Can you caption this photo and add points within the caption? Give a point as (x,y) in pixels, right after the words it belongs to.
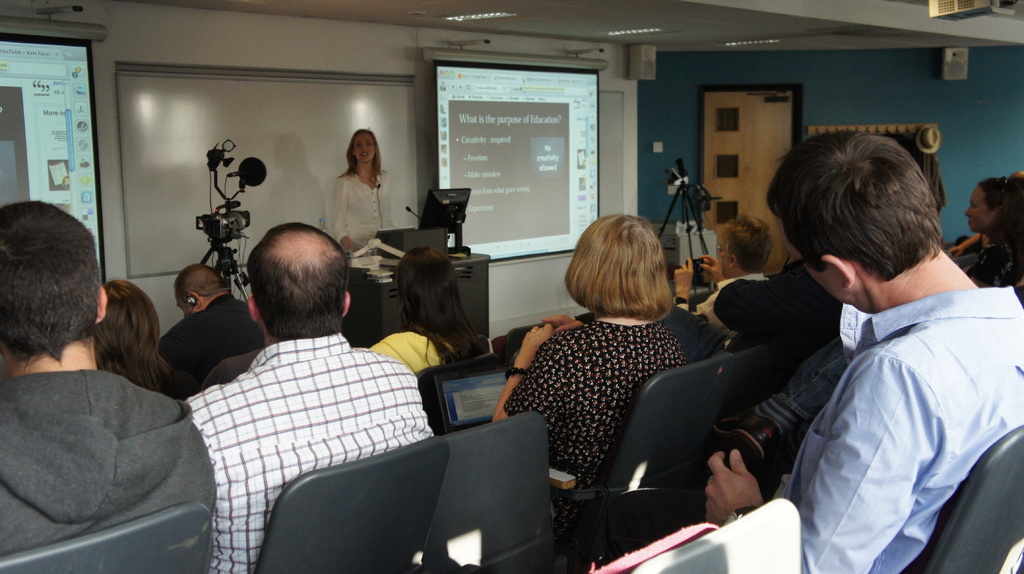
In this image, there are group of people (124,428) wearing clothes (80,427) and sitting on chairs (483,512). There is a person (373,212) in the middle of the image (373,203) standing in front of the monitor (436,212). There is a camera (244,228) and screen (85,207) on the left side of the image (83,200). There is an another screen (438,112) at the top of the image (481,114).
